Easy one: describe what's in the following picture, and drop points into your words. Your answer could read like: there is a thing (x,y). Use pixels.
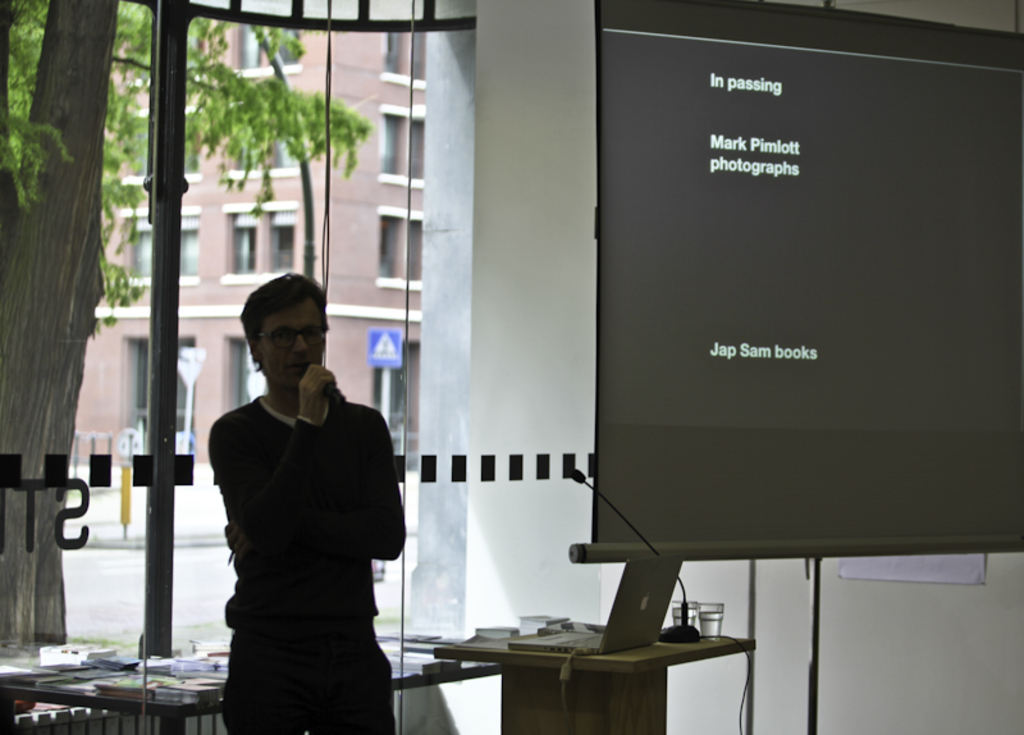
It is an office (471,410) there is a person (282,535) standing and speaking through a mic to his right side there is a projector screen (741,225), behind this person (269,513) on the table (561,657) there is a laptop (591,639), two glasses (679,626), to the left side (186,697) on the table (140,704) there are some papers (49,662) and books (54,677), in the background (420,59) there is a window (336,85) outside the window (288,86) there is a tree (273,90) and a building (345,297).
